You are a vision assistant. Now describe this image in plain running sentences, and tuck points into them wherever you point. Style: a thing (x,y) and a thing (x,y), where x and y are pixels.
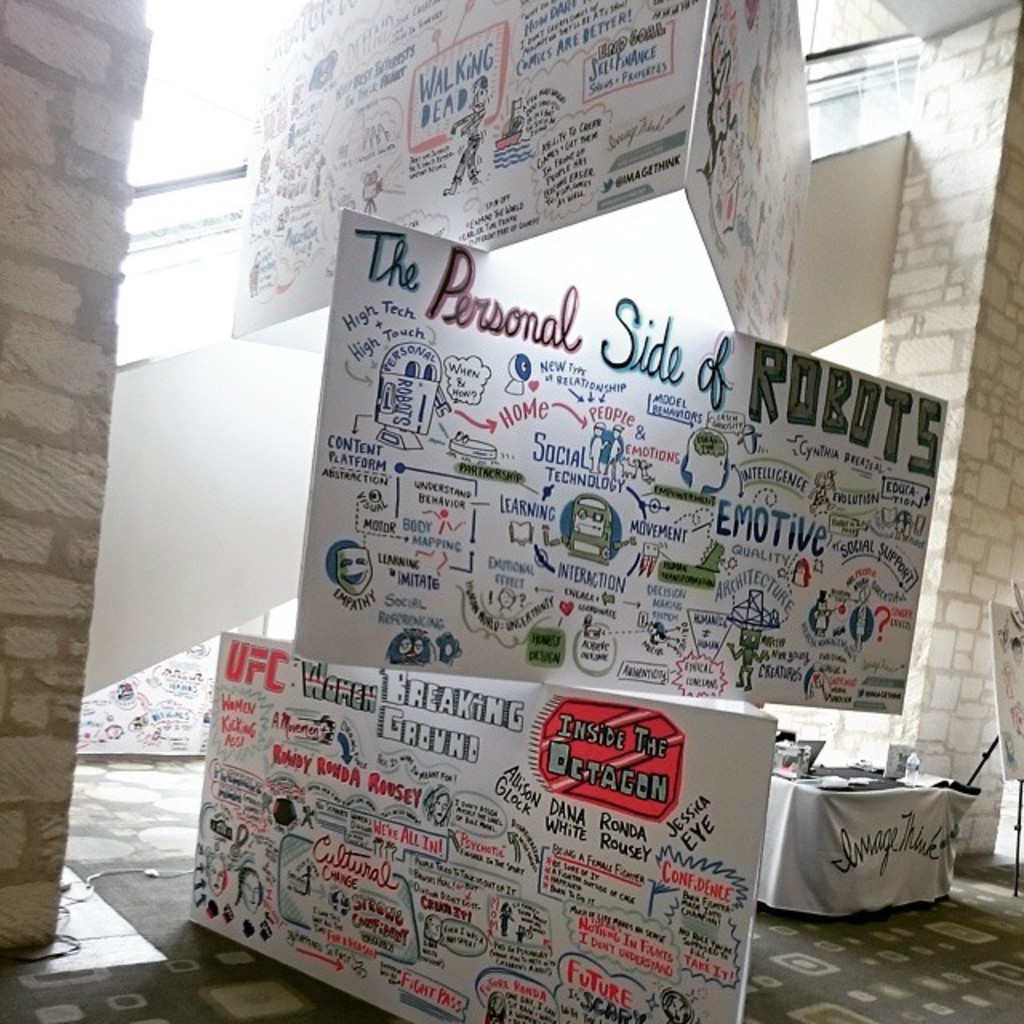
In this picture we can see few hoardings (630,475) and we can find some text (406,599), in the background (787,770) we can see a bottle (914,757) and few other things (800,765) on the table (873,809).
